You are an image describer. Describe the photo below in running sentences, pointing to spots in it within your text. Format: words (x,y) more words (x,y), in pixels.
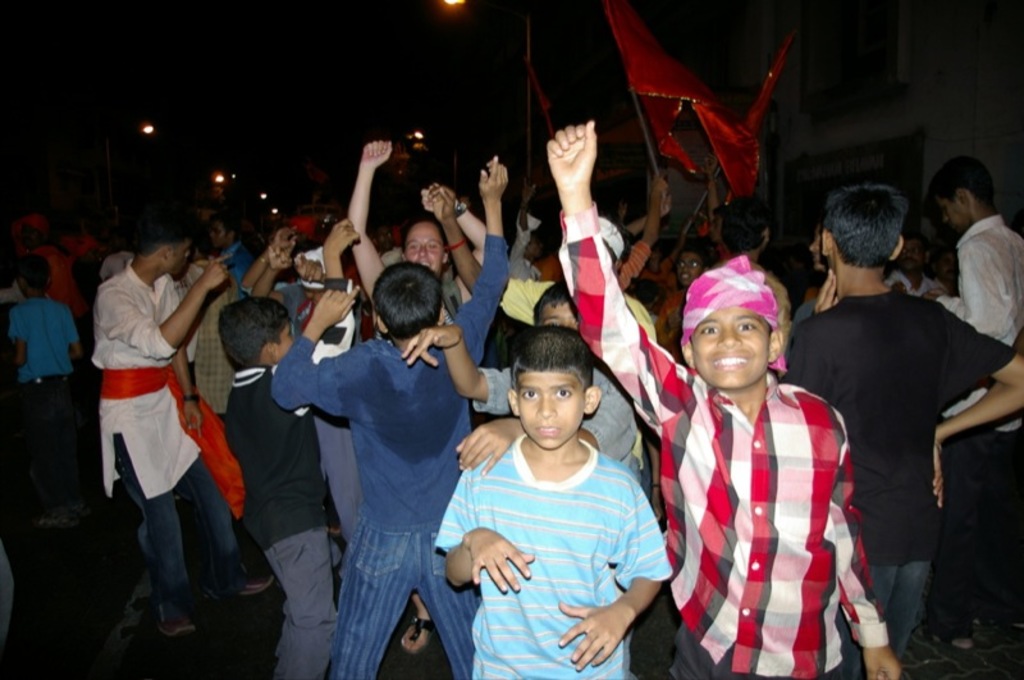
In this image I can see group of people (602,254) are dancing and wearing different color dress (590,238). Few people (663,190) are holding red color flag (676,103). Background (264,105) is black in color and I can see few lights (264,194).
